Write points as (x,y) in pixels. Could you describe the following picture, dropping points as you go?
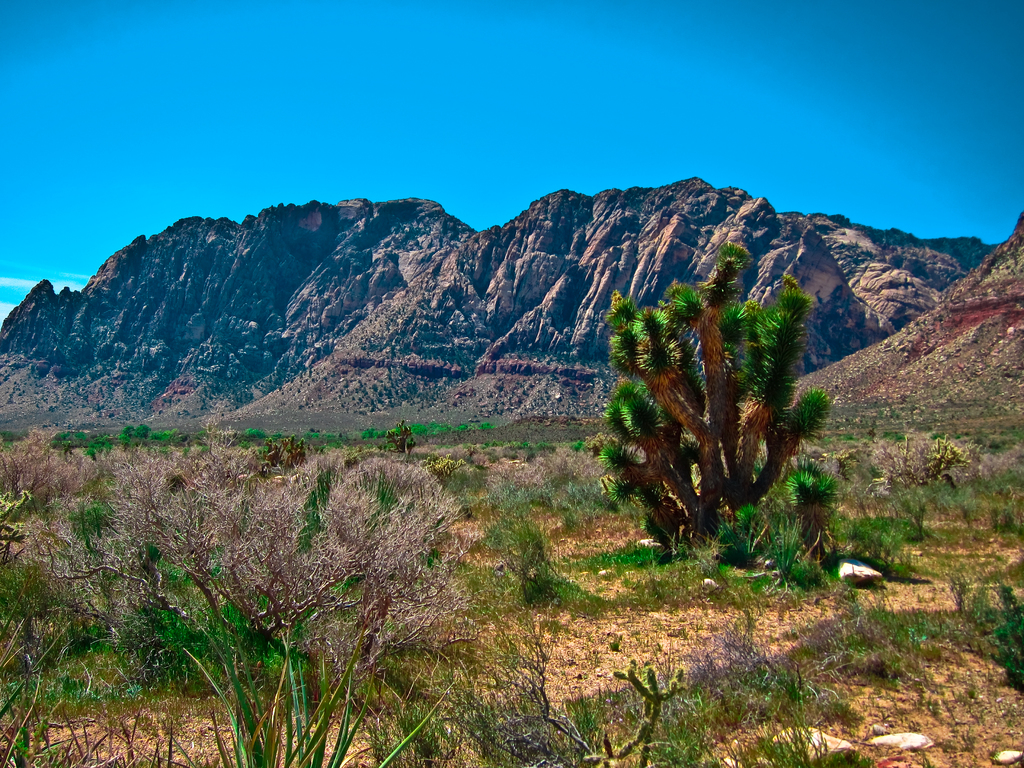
In this picture there is greenery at the bottom side of the image (111,631) and there are mountains (688,199) at the center of the image (674,264).
